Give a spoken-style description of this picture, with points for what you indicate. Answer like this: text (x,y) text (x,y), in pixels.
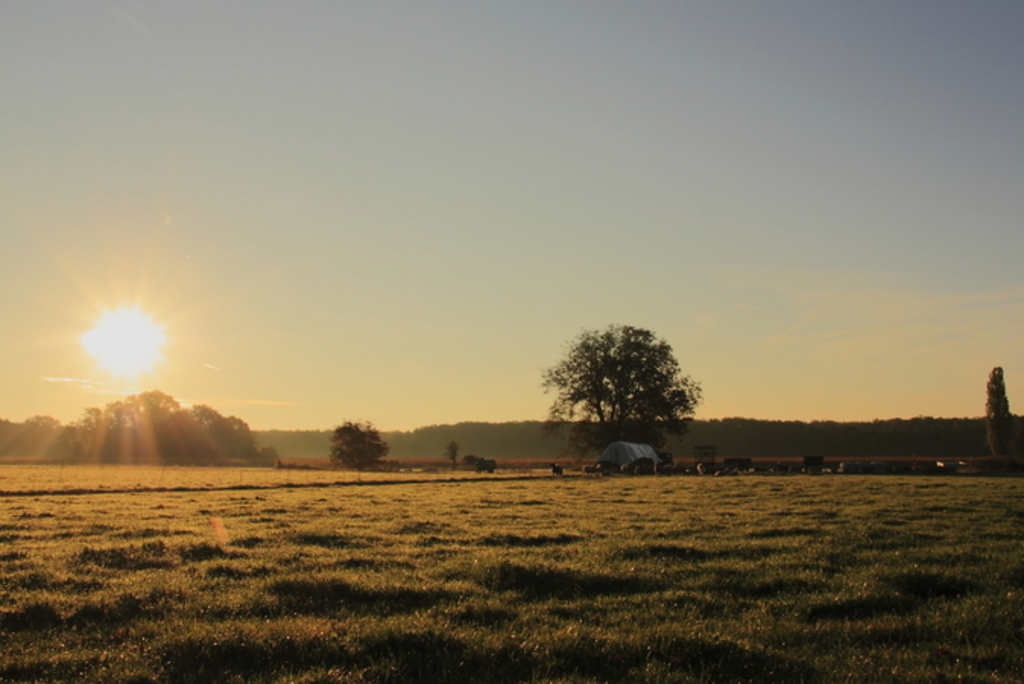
In this picture I can see grass (488,567), trees (623,423), it is looking like a hut (630,452), and in the background (40,370) there is sun (118,360) in the sky (320,253).
